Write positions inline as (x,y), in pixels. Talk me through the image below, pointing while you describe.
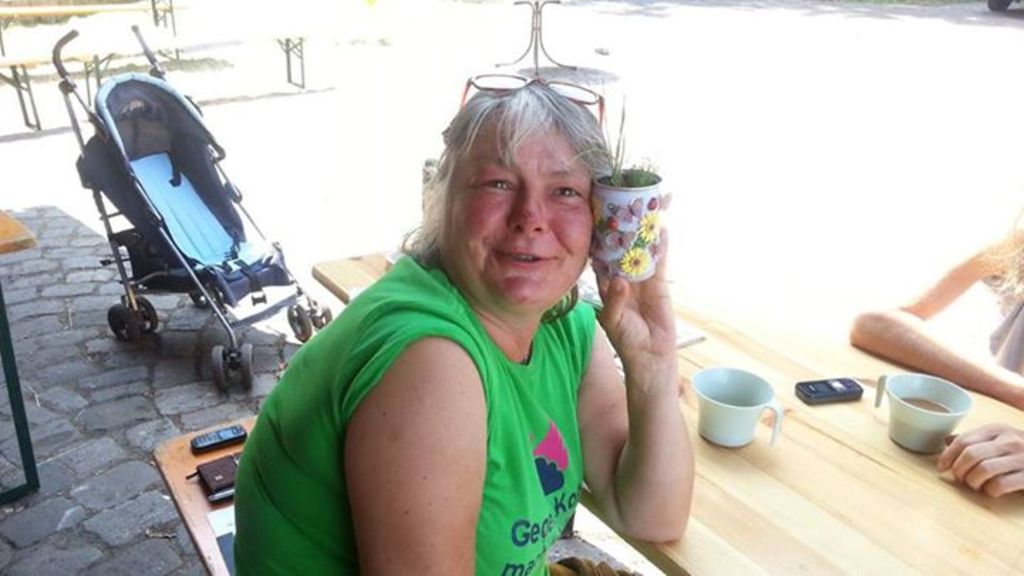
There is a woman (472,400) sitting at the center (551,353) and she is holding plant (623,223) in her hand (653,319). It is a wooden table (844,534). It is a cup (753,407). This is a mobile phone (812,395) which is placed on the wooden table (896,479) and there is a baby carrier (210,245) at the left corner (178,230).
